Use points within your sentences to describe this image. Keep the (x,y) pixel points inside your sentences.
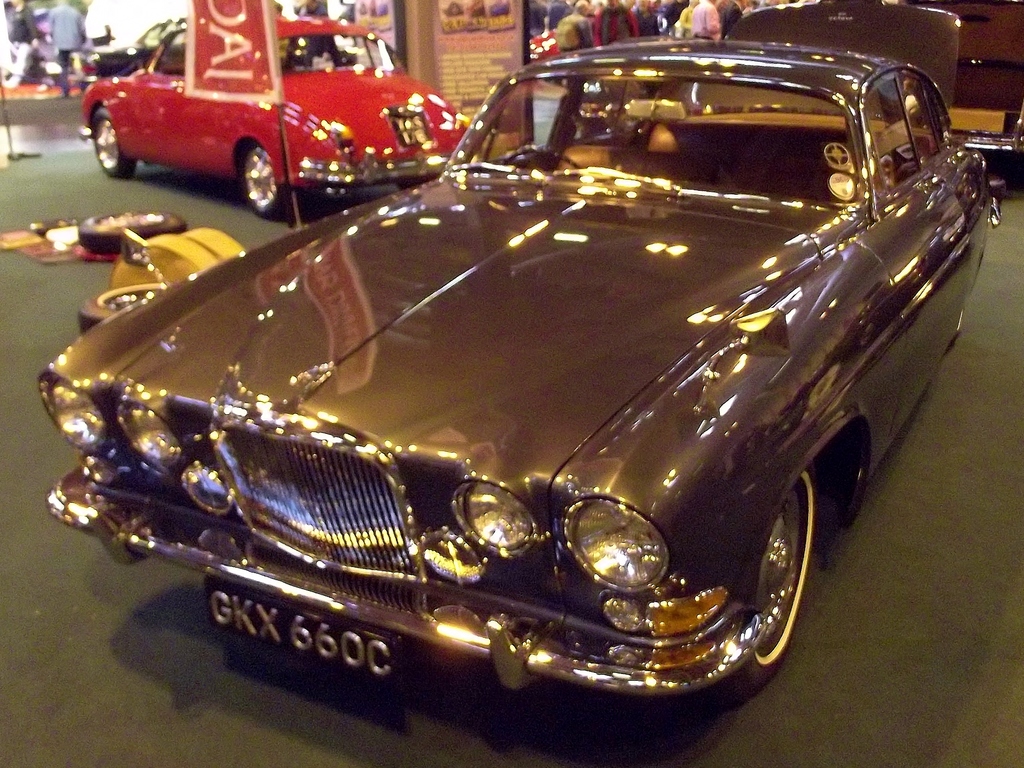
In this image I can see the vehicles (389,256). To the side of the vehicles (75,381) I can see the wheels (106,303), few objects (48,247) and the boards (472,30). In the background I can see the group of people (585,21) with different color dresses (577,32).
